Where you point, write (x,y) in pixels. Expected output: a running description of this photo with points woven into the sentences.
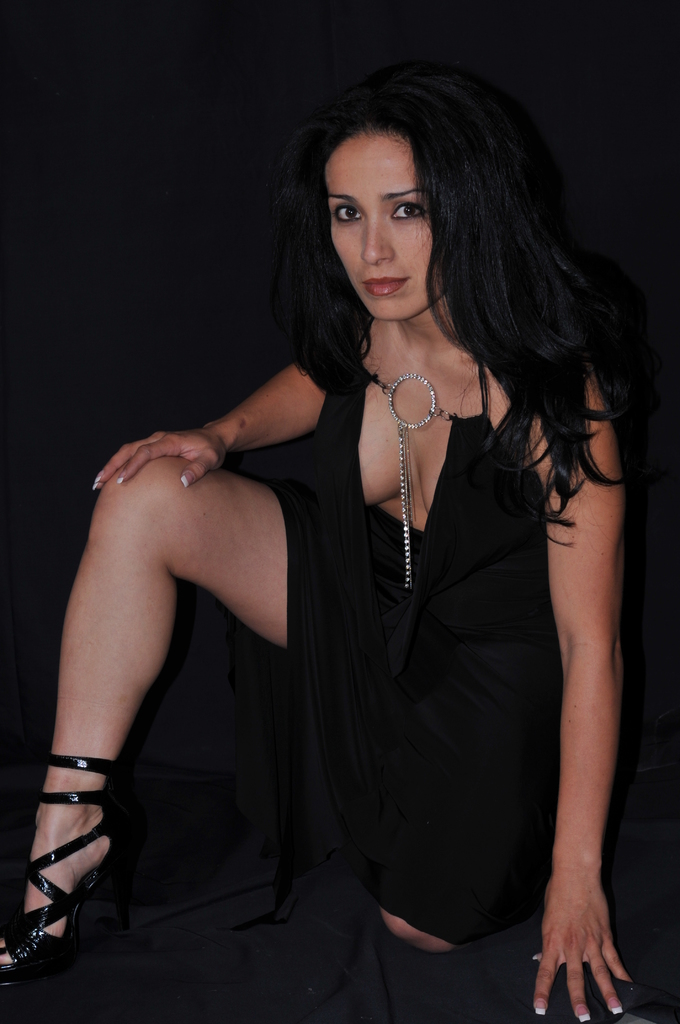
In this image I can see a woman (287,535) is wearing black color dress (389,624). Background (153,109) is in black color.
